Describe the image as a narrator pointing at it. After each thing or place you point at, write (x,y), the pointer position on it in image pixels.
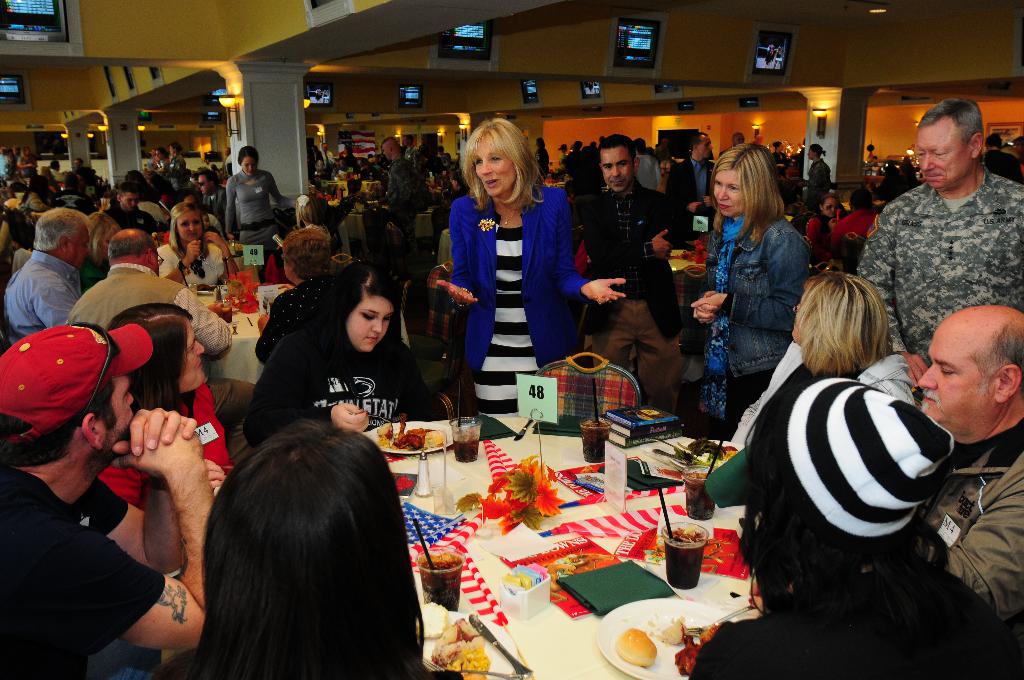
In this picture we can see some persons (223,661) sitting on the chairs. This is the table (573,633). On the table (550,628) there are glasses (463,574), plates (673,668), and some food (667,624). Here we can see persons (473,174) standing on the floor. This is the pillar (289,110) and these are the screens (788,53). Here we can see some lights (146,128).
